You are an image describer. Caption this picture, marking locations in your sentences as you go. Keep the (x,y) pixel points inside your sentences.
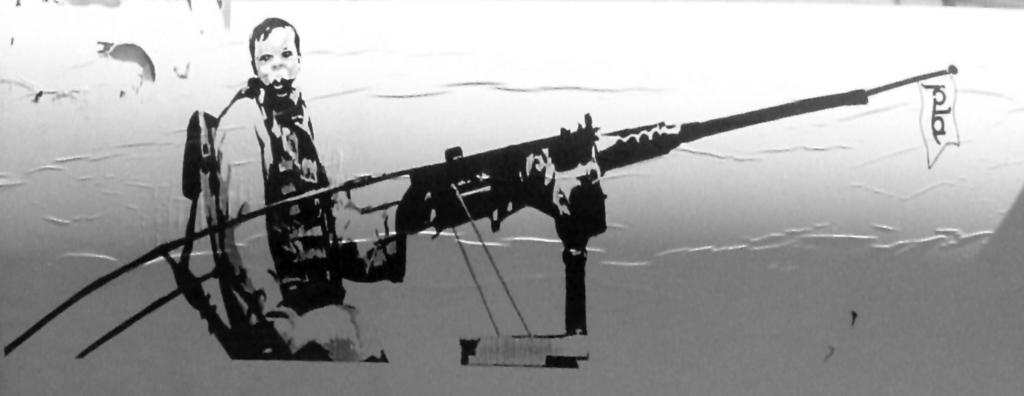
In this image I can see an art (247,352) of a person (247,352) and the person (278,124) is holding a weapon (772,115).
